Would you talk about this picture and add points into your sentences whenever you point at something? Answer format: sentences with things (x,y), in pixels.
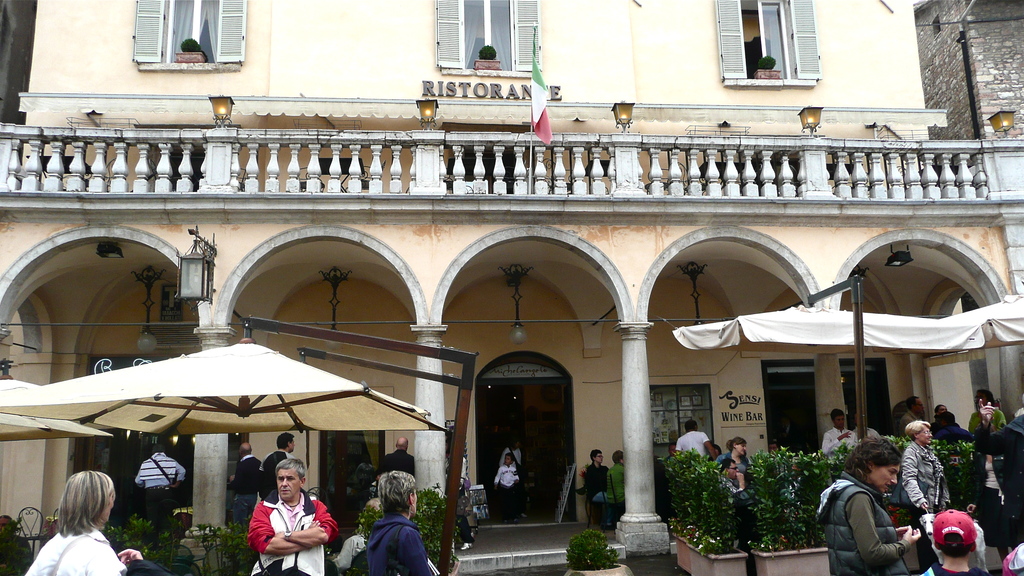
In this image, we can see a building (123,62) and there are windows (458,32) and lights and we can see a flag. At the bottom (869,475), there are some people (746,446) and we can see flower pots (789,464), tents (717,326), poles (455,347), rods (530,162), chairs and boards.
